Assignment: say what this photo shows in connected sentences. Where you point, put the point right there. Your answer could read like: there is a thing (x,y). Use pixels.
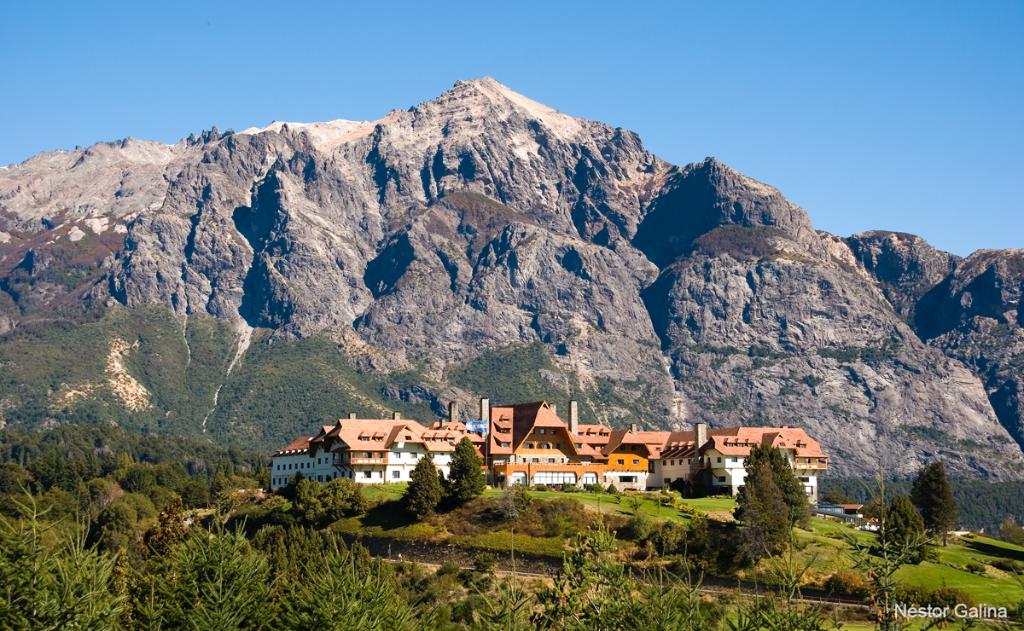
In this image we can see house (371,452) in the middle (498,416) around mountains (335,194), trees (113,486), plants (322,508) are present.
